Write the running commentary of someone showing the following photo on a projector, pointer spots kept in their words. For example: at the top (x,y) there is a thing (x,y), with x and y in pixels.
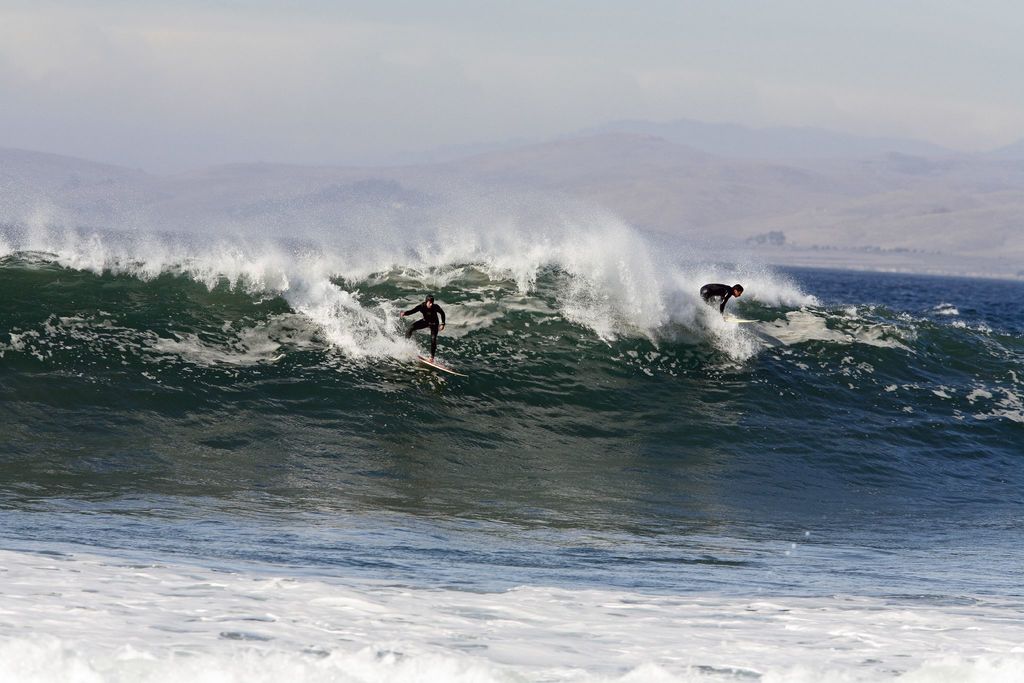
In this image we can see a sea (524,406), there are two persons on the surfboards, also we can see the mountains (987,156) and the sky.
